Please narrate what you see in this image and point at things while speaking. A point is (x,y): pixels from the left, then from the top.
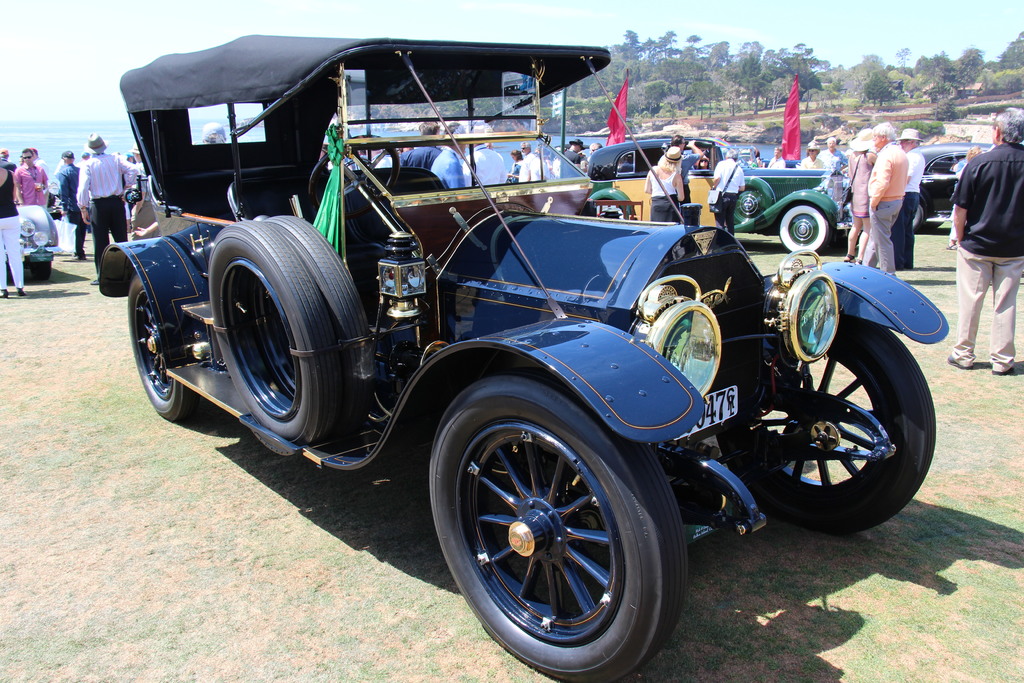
In the image there is a black car (438,338) in the front (646,488), behind it there are many other cars (763,200) and many people (895,133) standing on the grassland (76,328) looking at the cars (45,224), in the background (670,80) there are trees (687,91) on the right side (753,82), on the left side (223,120) it seems to be sea (29,134) and above its sky (253,9).
